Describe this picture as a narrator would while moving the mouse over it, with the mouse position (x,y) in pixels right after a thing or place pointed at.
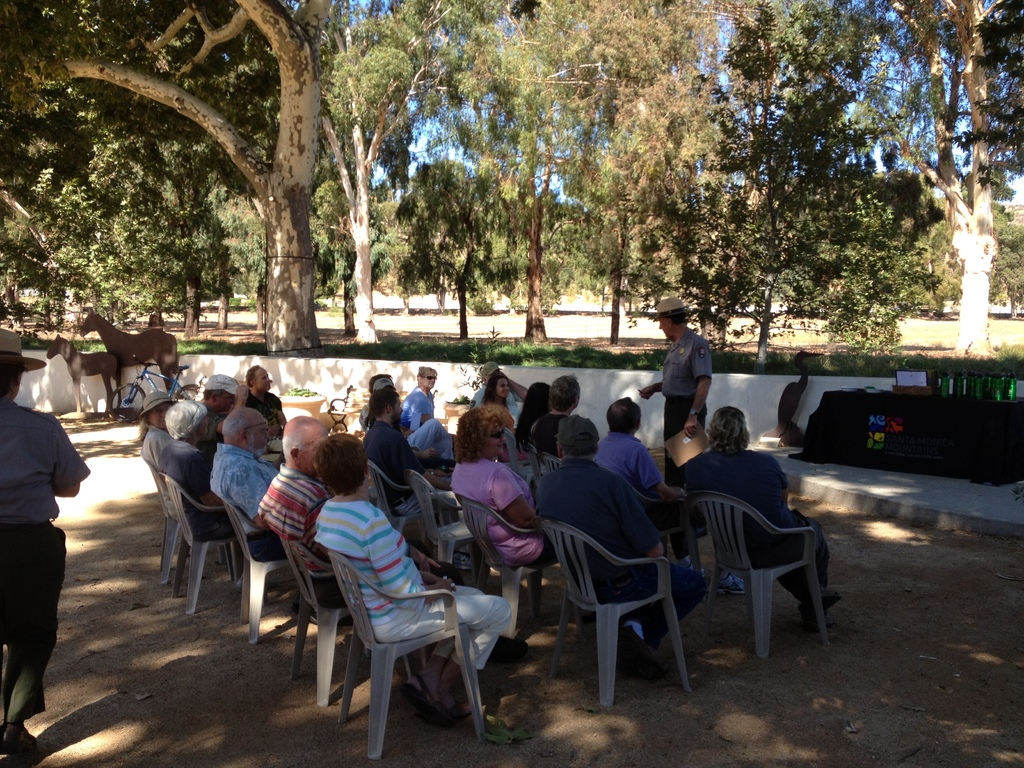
In this image I see a group of people (19,646) and most of them are sitting on the chairs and 2 of them are standing on the ground (147,675). In the background (42,319) I can see 2 animals (92,372), a cycle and a lot of trees (102,89).
